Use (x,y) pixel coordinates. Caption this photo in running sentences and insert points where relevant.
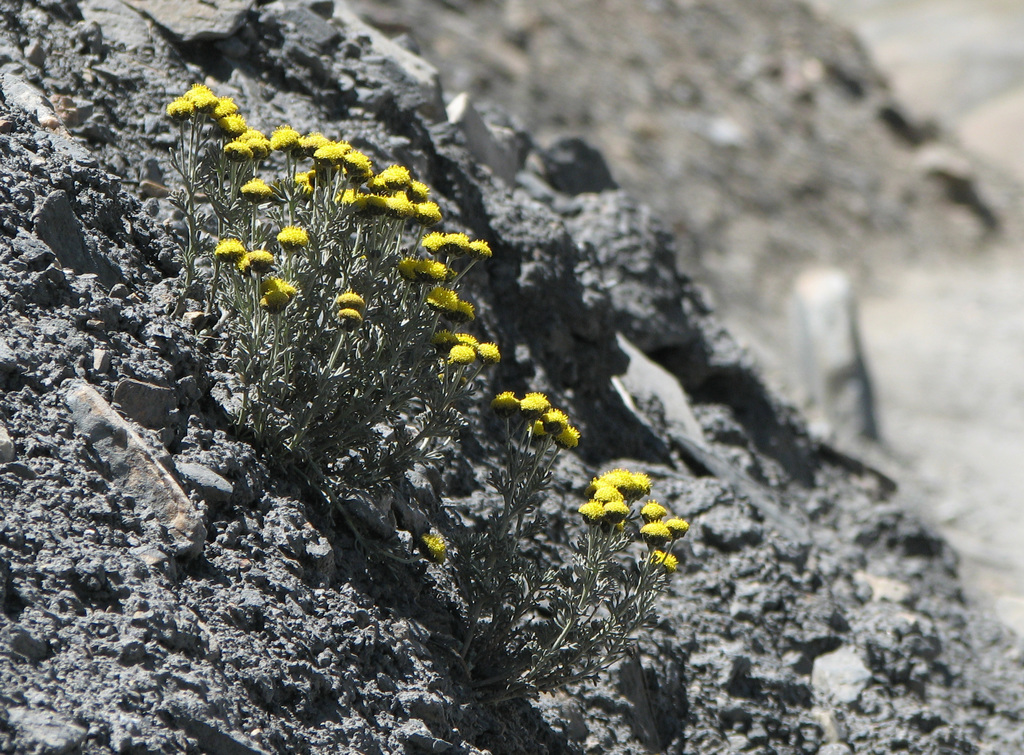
Here we can see small plants (420,434) with yellow color flowers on the sand (394,115). In the background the image is blur but we can see stones (397,147) on the ground (266,575).
